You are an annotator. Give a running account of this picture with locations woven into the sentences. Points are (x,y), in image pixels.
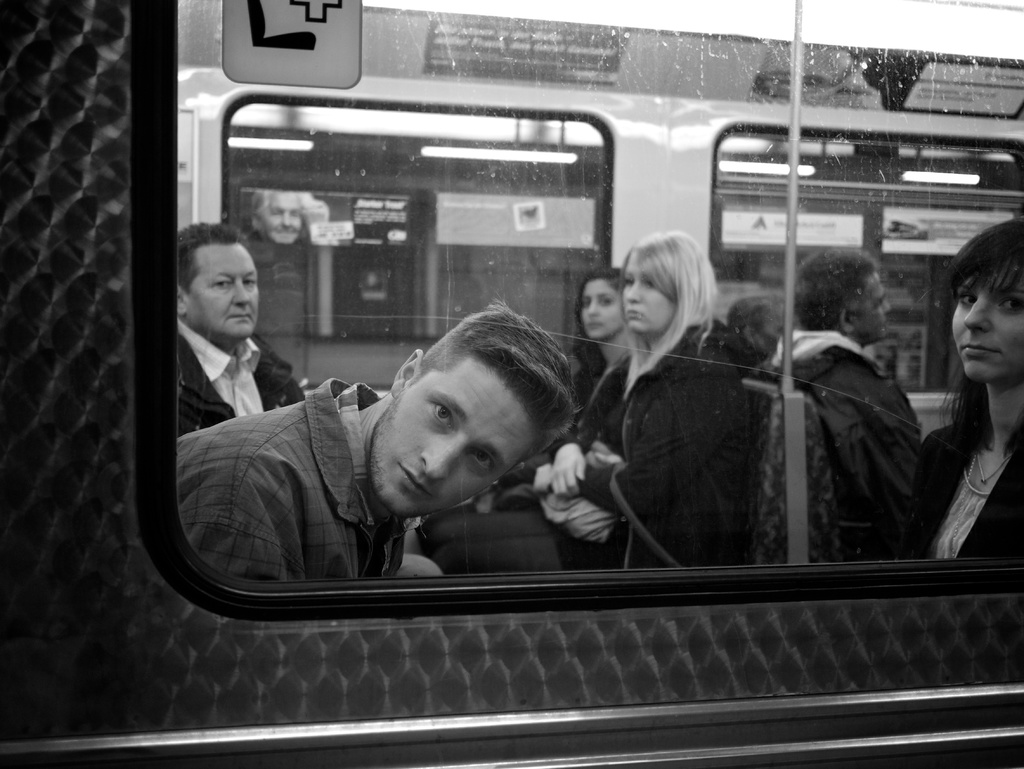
This is a black and white image, in this image there is one vehicle (112,447), in that vehicle (113,469) there are some persons (649,500) who are sitting and also there is a pole (788,350) and some lights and board (310,70).
